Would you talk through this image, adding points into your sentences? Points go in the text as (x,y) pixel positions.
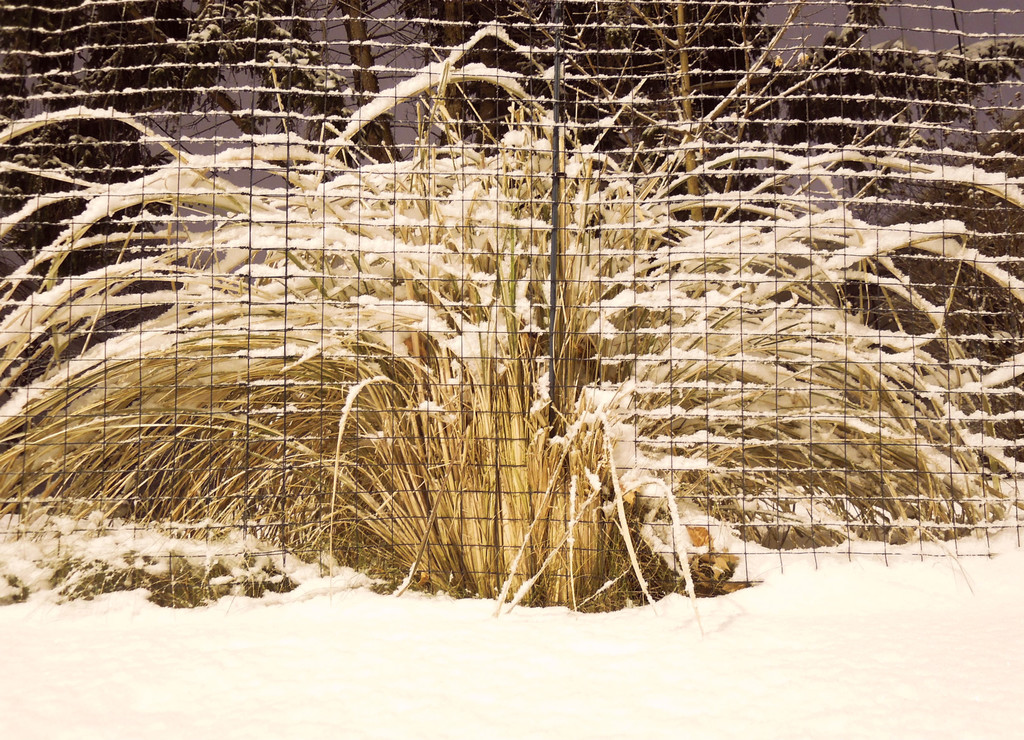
In this image there is grass (505,470) in the middle (538,491). In front of the grass (572,258) there is a metal fence (214,236). On the grass (448,262) there is snow (416,221).
